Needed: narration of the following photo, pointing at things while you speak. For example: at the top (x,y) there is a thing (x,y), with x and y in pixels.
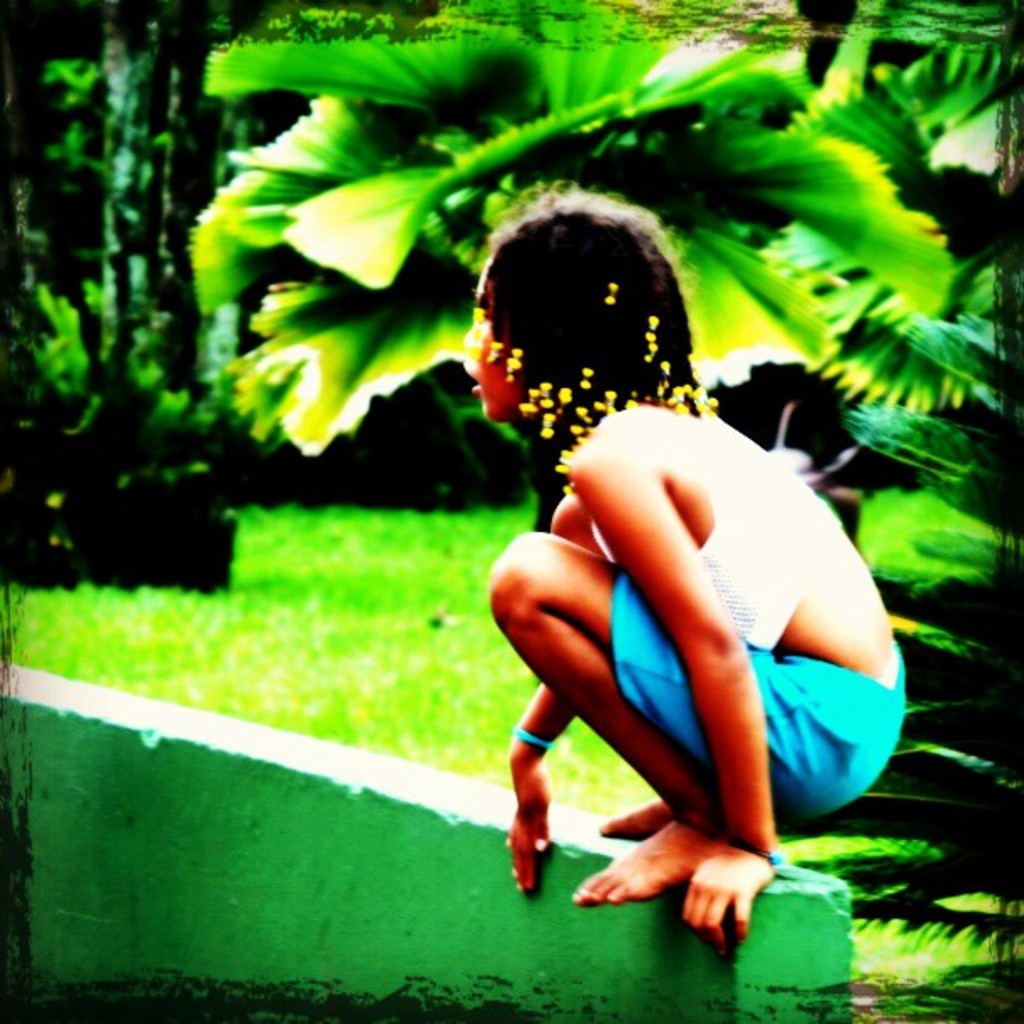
There is a girl (639,537) sitting like squat position on a wall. Background (516,68) we can see trees (188,369) and grass (311,650).
